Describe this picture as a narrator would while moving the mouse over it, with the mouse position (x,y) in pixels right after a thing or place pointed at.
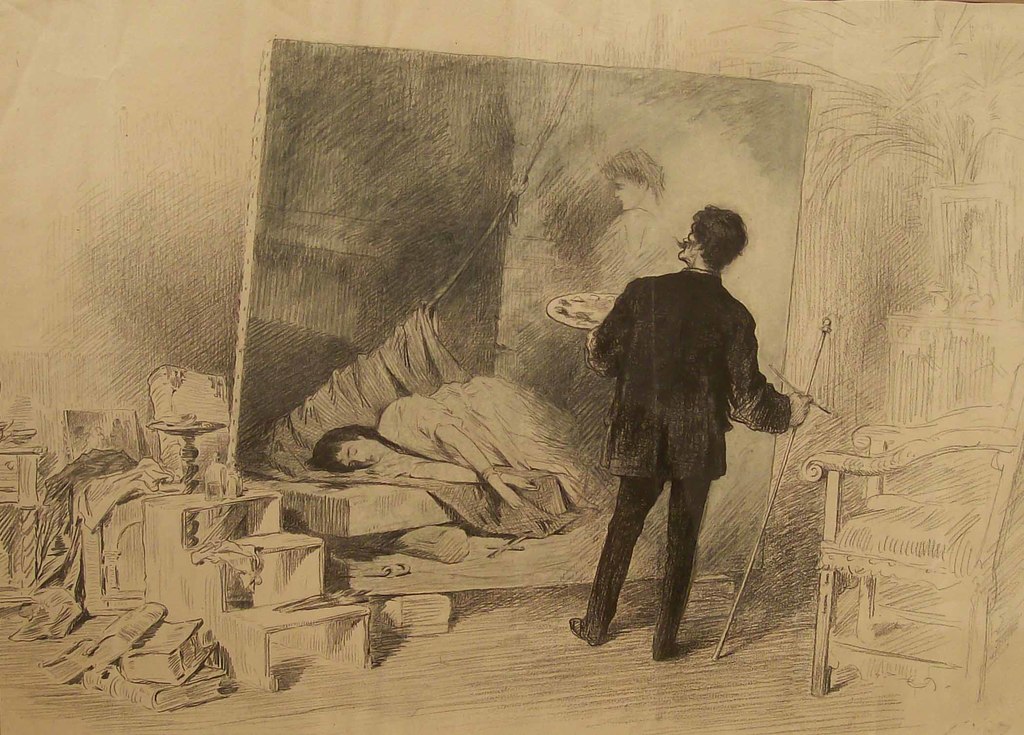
In this image, we can see some art (509,409) of a person (664,424) holding some objects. We can see the ground (289,716) with some objects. We can see a board (347,129) with some painting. We can see a chair (912,507).
